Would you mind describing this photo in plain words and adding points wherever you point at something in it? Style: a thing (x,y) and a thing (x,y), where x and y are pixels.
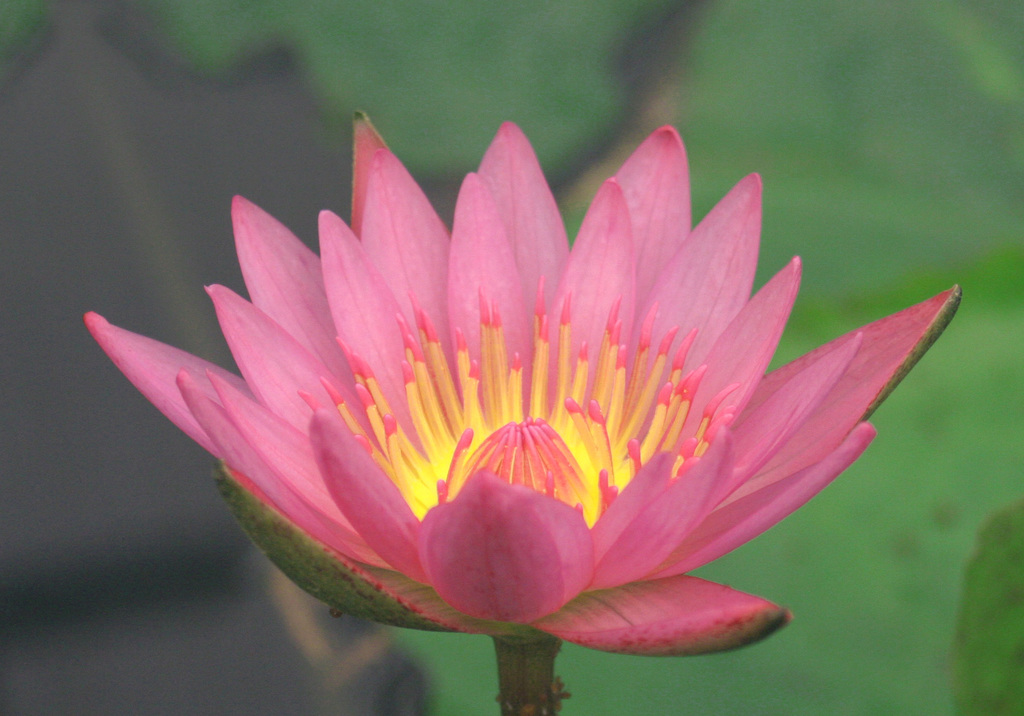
In this image we can see a pink color flower (627,390) and stem (527,679).
